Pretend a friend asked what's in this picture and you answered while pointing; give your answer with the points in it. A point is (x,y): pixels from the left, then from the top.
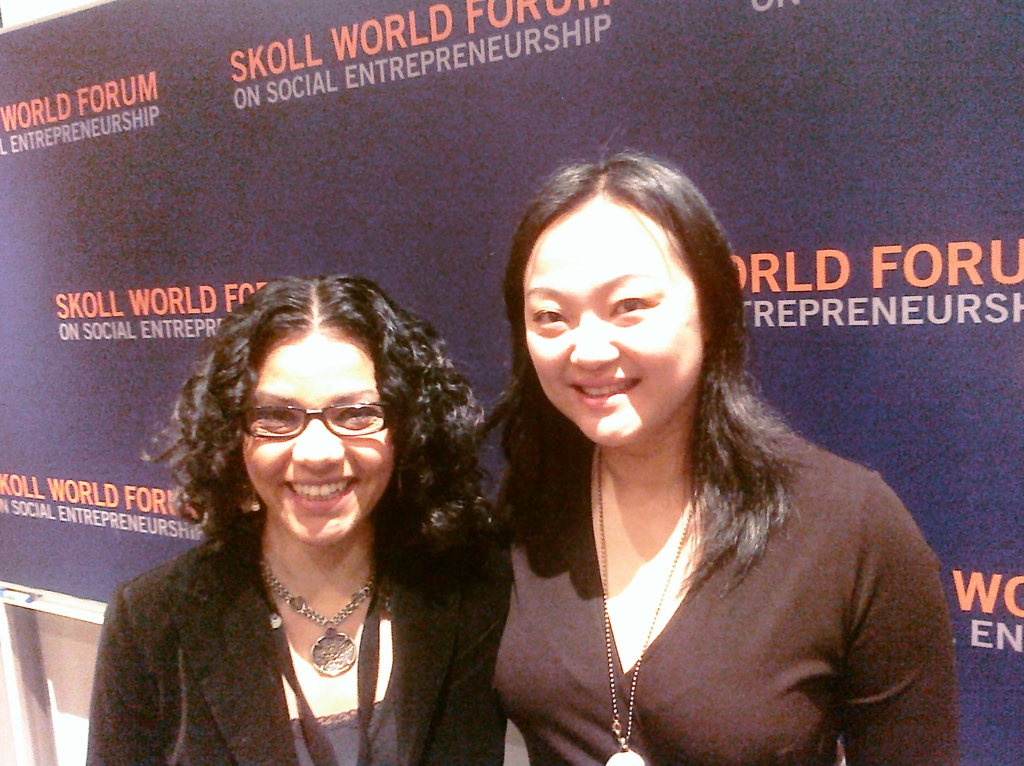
In this image we can see two women (524,597) standing in front of the board (326,206) with text (147,308).
